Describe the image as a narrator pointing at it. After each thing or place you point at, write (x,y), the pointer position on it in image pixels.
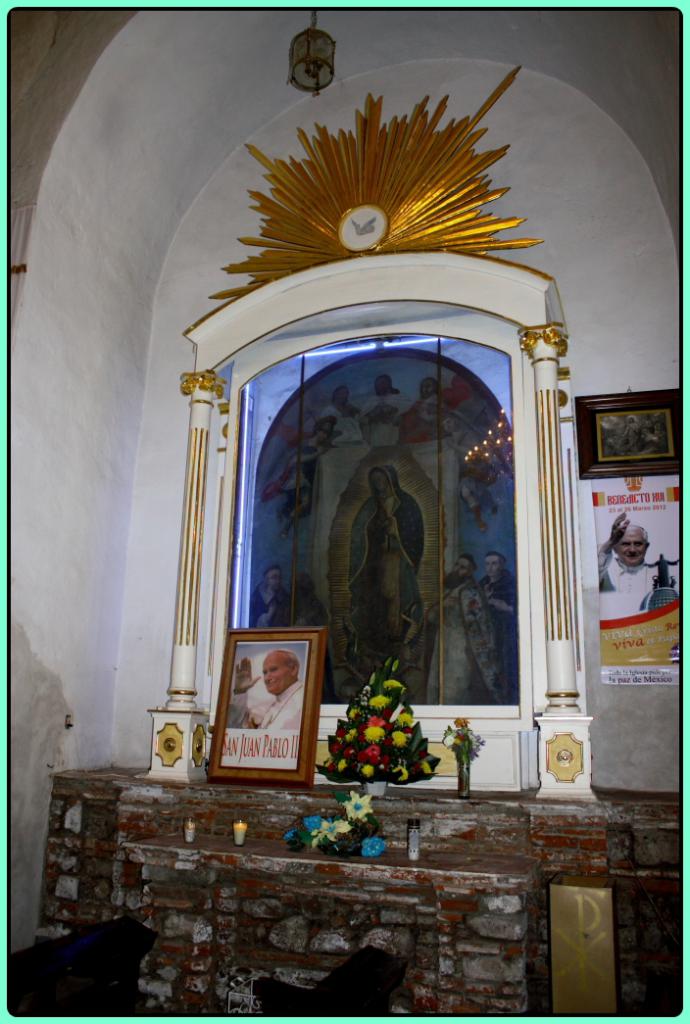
In this image we can see an inside view of a building (111,440). In the center of the image (293,681) we can see a photo frame (307,736), a group of flowers (352,746), a banner (612,538) with some text (614,632), two pillars (556,546) and a lamp (320,72).
